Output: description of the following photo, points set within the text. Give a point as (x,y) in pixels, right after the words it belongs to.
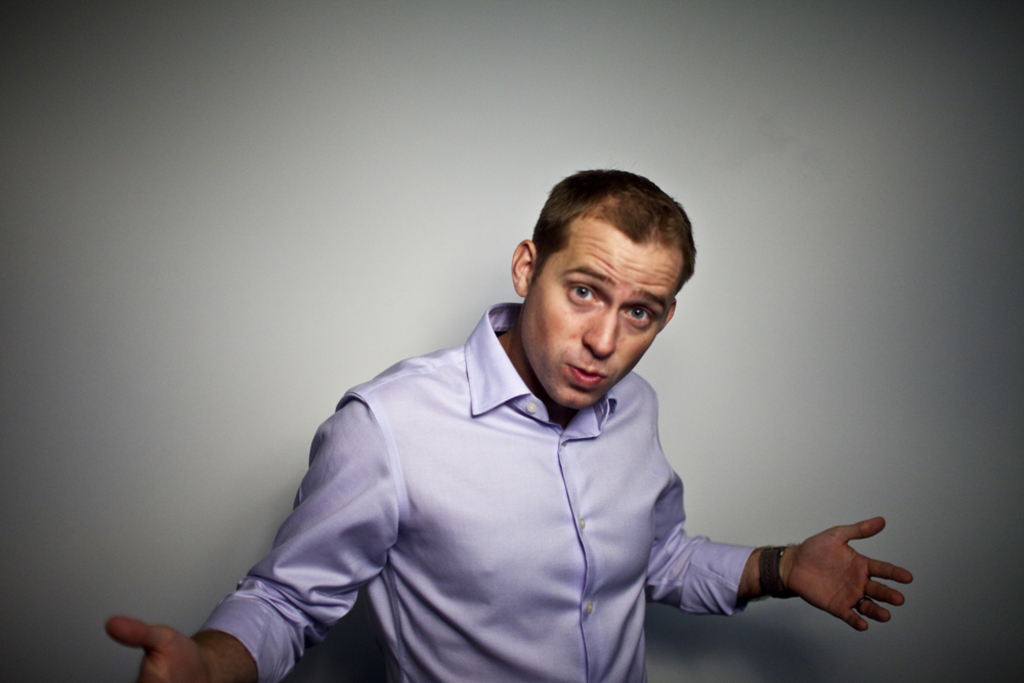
In this picture I can see a man (621,596) and I can see a white color background (808,190).
